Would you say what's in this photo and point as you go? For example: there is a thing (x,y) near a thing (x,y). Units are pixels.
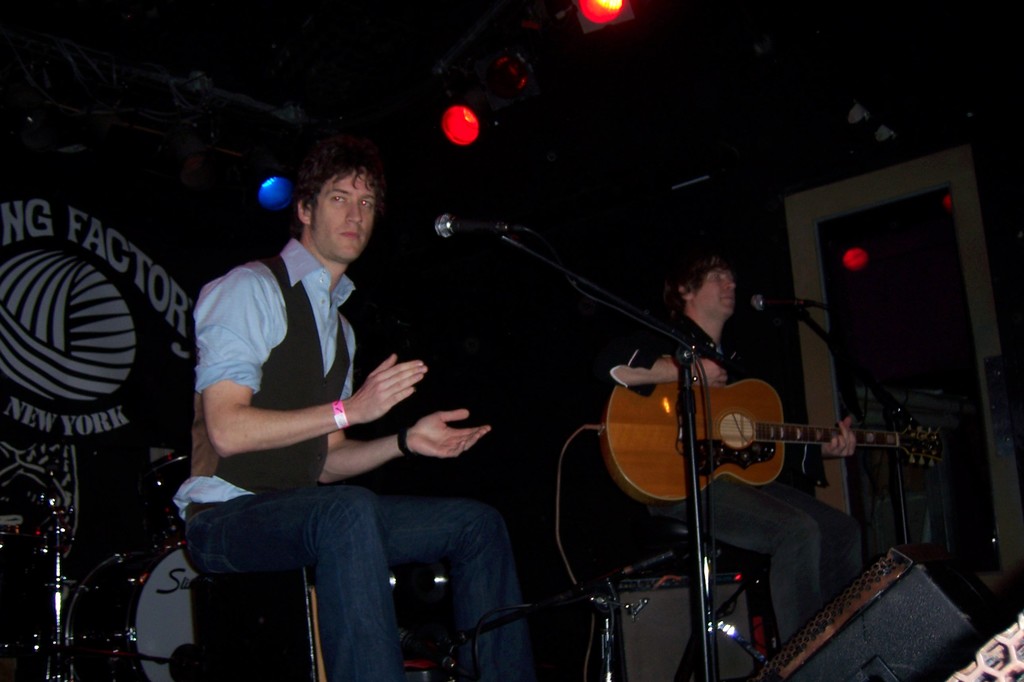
This is a picture taken on a stage (522,379), the man (635,382) in black shirt (645,357) was holding a guitar (656,439) and the other man (282,466) is sitting on chair (253,598) in front of these people (314,392) there are microphones (761,303) with stand (688,392). Behind the people (467,434) there are some music instruments (77,587) and a wall (134,323) and there are lights (467,119) on the top (495,108).
